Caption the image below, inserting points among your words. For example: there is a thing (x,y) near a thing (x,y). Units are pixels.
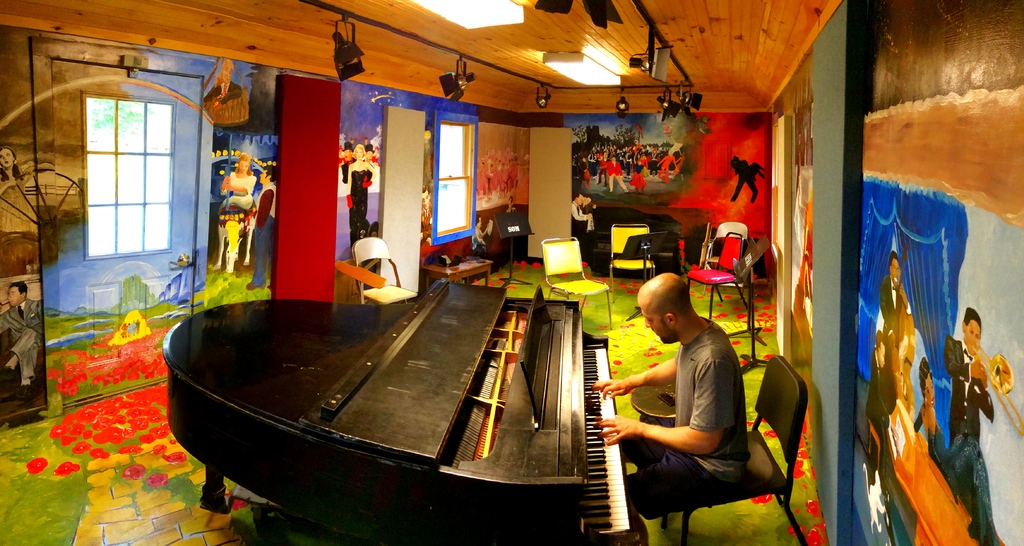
This picture is of inside the room (662,193). In the center (661,307) there is a man (701,370) wearing t-shirt (716,462), sitting on the chair (767,465) and playing piano (582,445), behind him we can see there are many number of chairs (562,246) and in the left (100,125) there is a window (160,194) and there are many paintings (271,191) of persons (588,154) drawn on the walls (688,156). On the top (581,86) we can see the roof (511,35) and focusing lights (701,98) and in the background (476,264) there is a table (471,263) and a stand (517,212) and also a chair (372,294).
